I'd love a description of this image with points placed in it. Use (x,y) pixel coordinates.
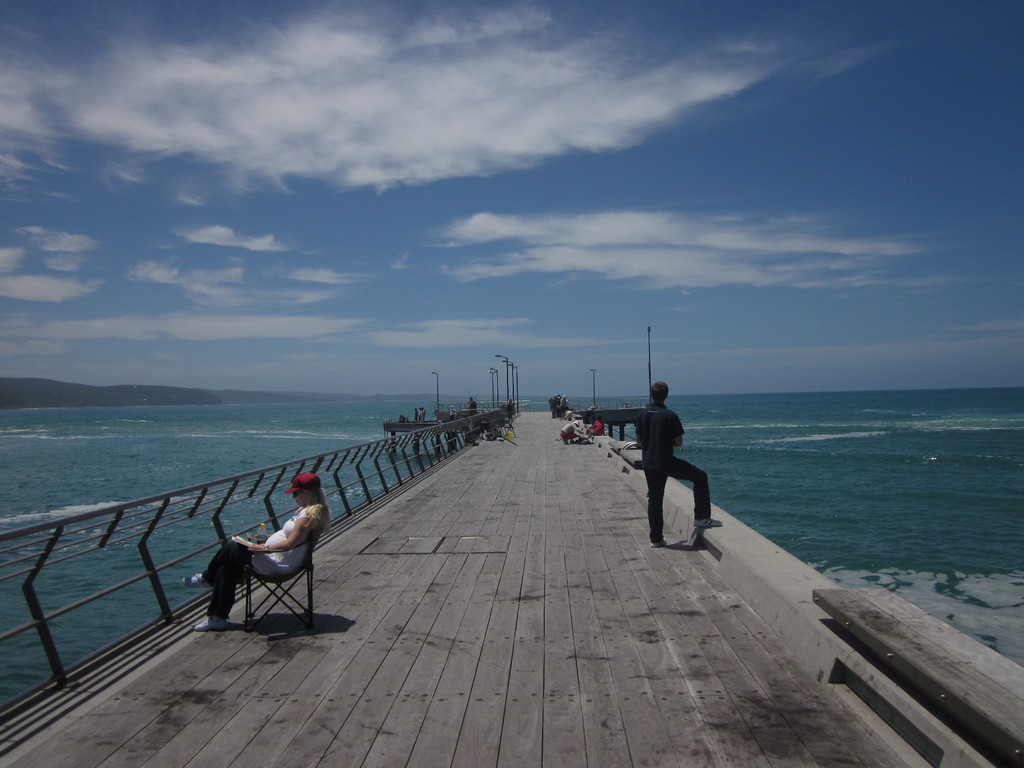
In this image, we can see persons (244,572) on the bridge (451,528). There is a sea (815,461) in the middle of the image (387,409). In the background of the image (707,149), there is a sky (324,84).
